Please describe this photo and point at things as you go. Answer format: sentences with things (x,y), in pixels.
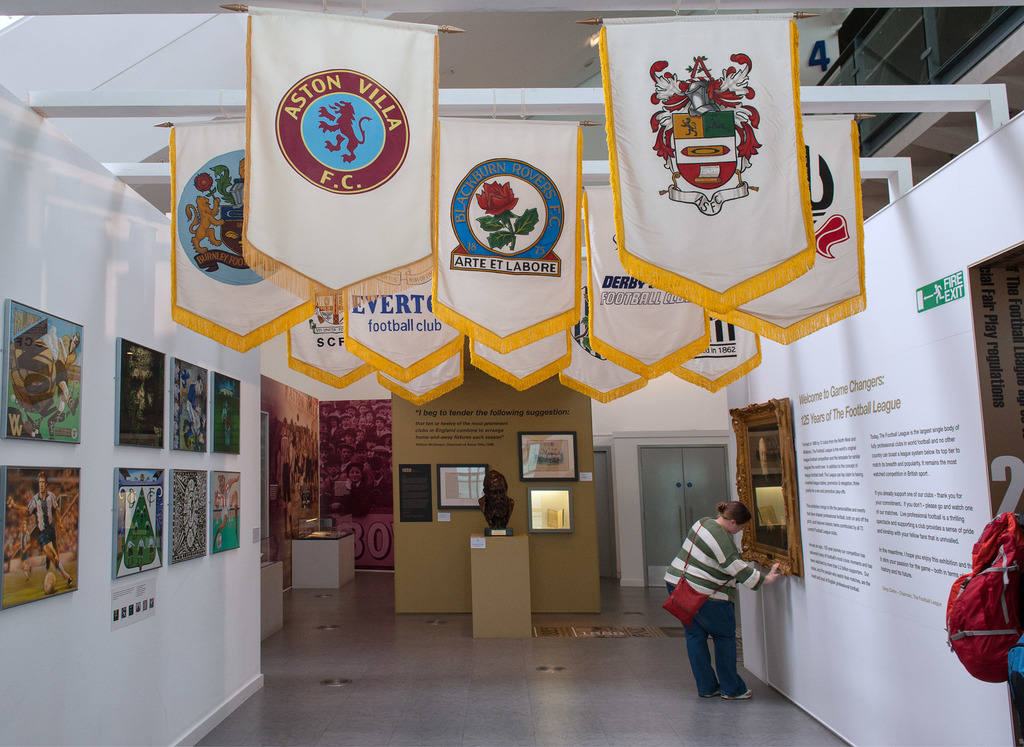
On the left side (69,561) there is a wall (145,647) with many paintings (133,437). On the ceiling (184,118) there are rods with flags (579,265). On the right side (831,373) there is a wall (844,381) with a frame (778,471) and something written on that. Near to that there is a lady (715,557) wearing a bag (707,598) is standing. In the back (501,500) there is a statue (490,518) on a stand (492,575). Also there is a wall (449,434) with frames (561,487). And there is a door (645,488) in the background (645,488). And also there is a red bag (999,620) on the right side (982,642).
